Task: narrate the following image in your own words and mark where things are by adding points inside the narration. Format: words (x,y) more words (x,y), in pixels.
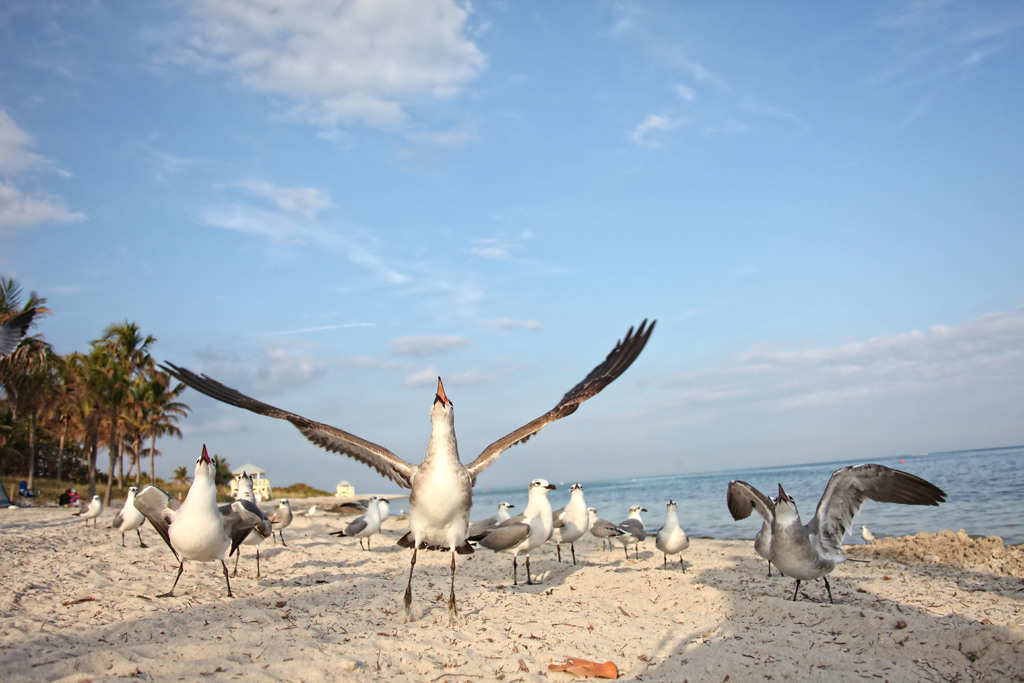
In this image we can see the birds (515,548) on the sand (724,574). Behind the birds (369,503) we can see the water (722,505). On the left side (118,500), we can see the person's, grass (53,491) and the trees (29,359). At the top (263,227) we can see the sky (242,303).
